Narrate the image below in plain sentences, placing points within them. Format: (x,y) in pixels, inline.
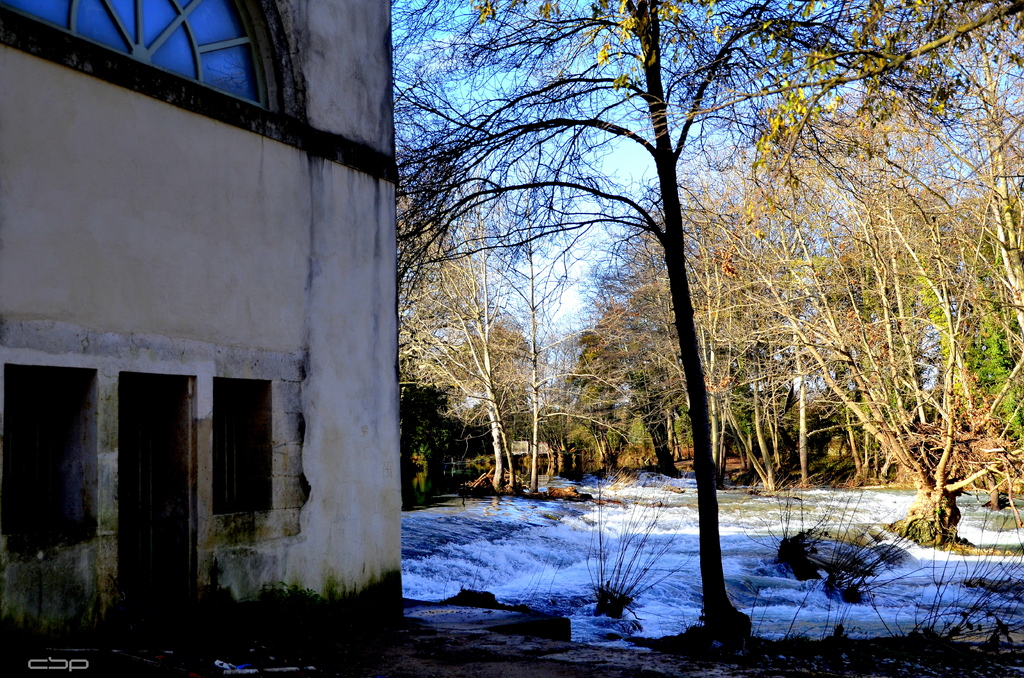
In this image we can see running water (662,532), rocks (798,565), trees (614,359), building (247,186) and sky (493,174) with clouds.
